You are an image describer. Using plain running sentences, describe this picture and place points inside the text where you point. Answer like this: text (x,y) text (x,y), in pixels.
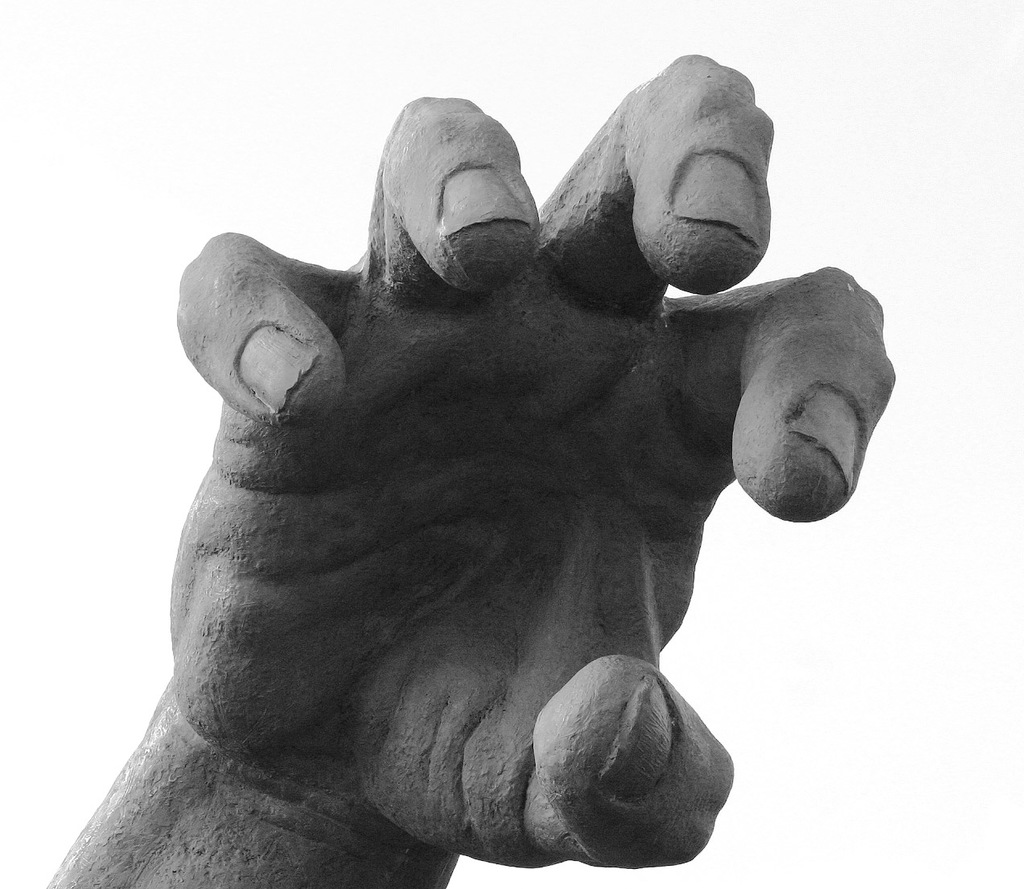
In this image, I can see a statue (195,768) of a person's hand (451,536). The background (78,470) is white in color.
